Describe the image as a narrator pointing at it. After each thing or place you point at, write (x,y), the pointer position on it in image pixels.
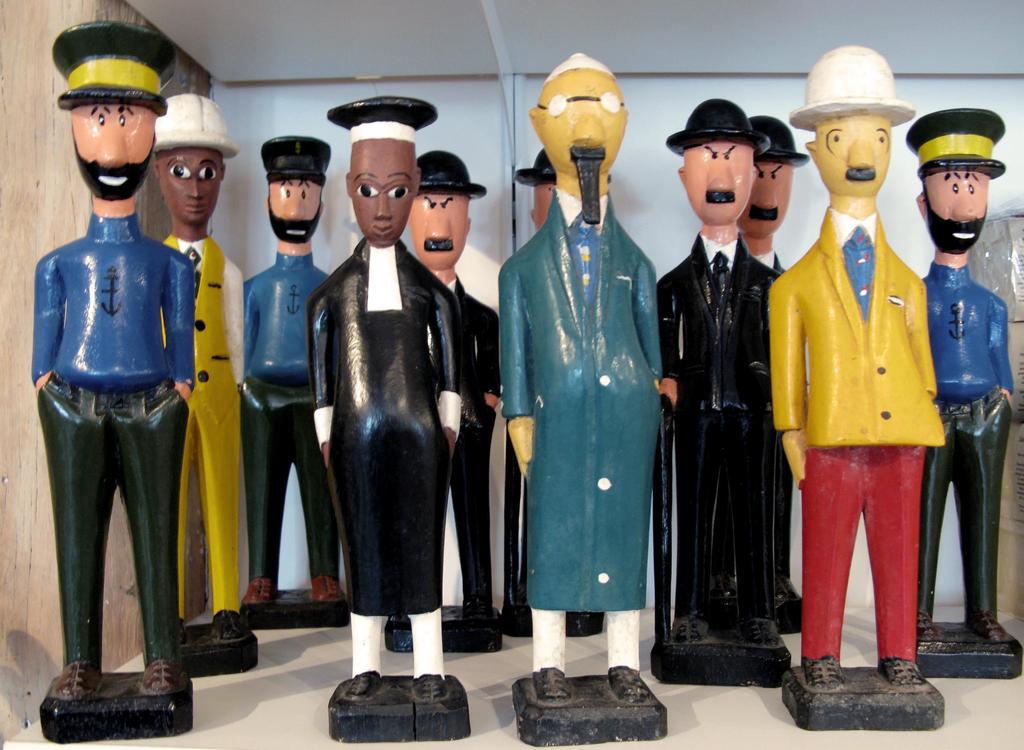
In this image we can see some toys (714,383), wearing caps (223,153), on the surface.
